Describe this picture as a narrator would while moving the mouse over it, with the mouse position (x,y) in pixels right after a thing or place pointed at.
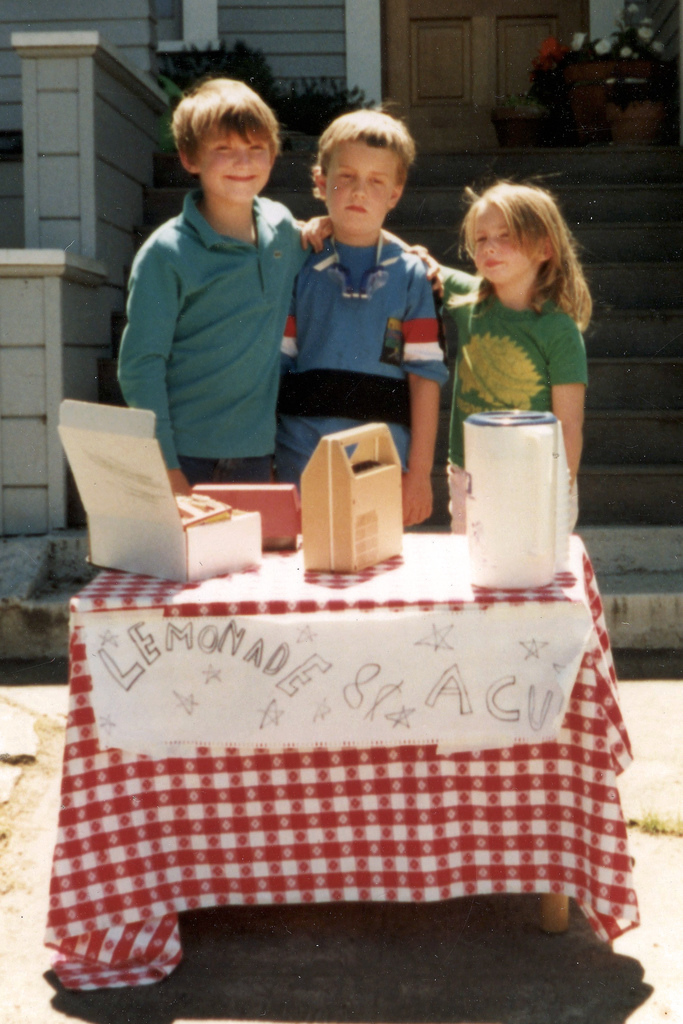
This is an outside view. Here I can see three children (232,326) are standing behind the table (444,663) which is covered with a red color cloth (348,855). On the table (368,657) I can see boxes (313,537) and one vessel (486,511). In the background (638,248) there are stairs (626,290), door (509,80) and few flower pots (582,83). On the left side of the image (94,116) I can see a building (78,86).
